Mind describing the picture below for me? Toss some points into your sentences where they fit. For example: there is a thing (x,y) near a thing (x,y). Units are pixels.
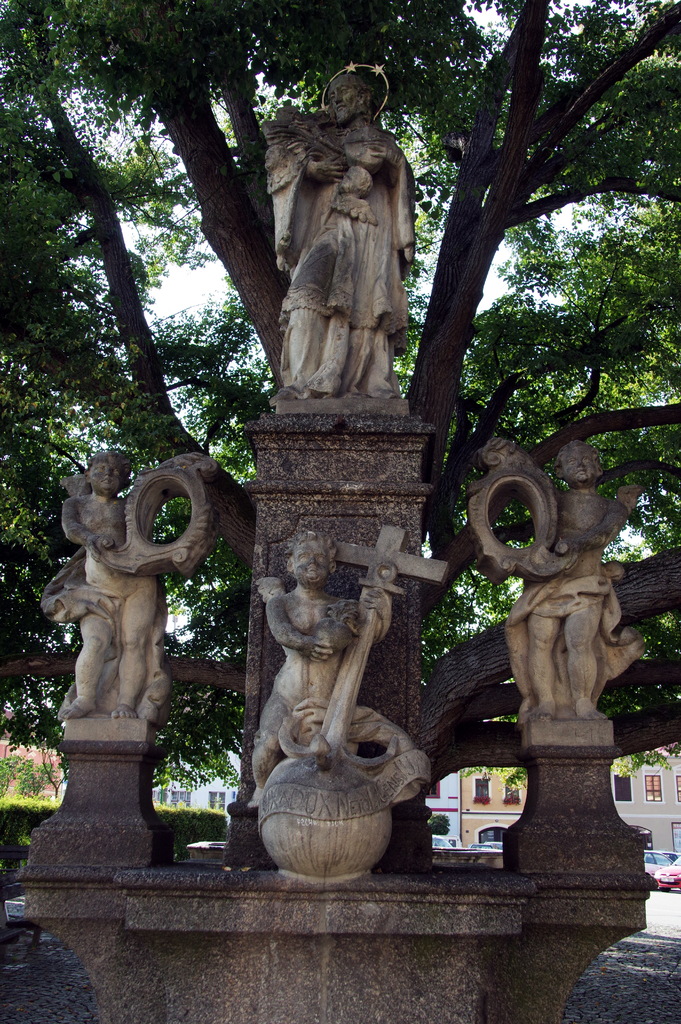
In this image I can see the statues (191,525) of people (293,553). In the background (266,298) I can see many trees (222,237), vehicles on the road (654,907), and the buildings (522,794) with windows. I can also see the sky (186,291) in the back (177,291).
